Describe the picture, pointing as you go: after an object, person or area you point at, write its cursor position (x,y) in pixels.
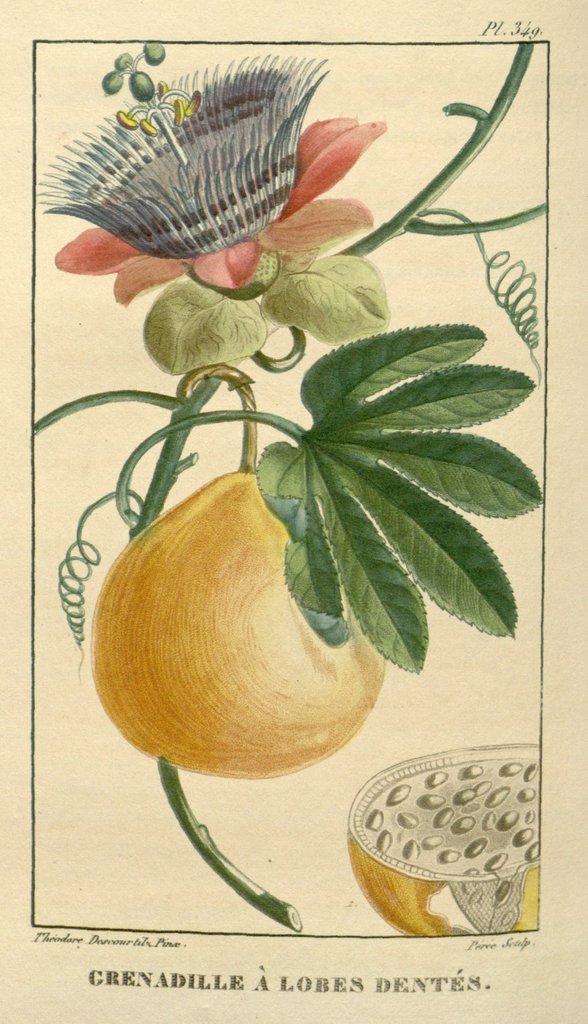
This is a paper (307,949). This is a painting (287,618). In this picture we can see the fruits (438,852), leaf (341,444), flower (313,317). At the bottom of the image (320,986) we can see the text (320,986).
